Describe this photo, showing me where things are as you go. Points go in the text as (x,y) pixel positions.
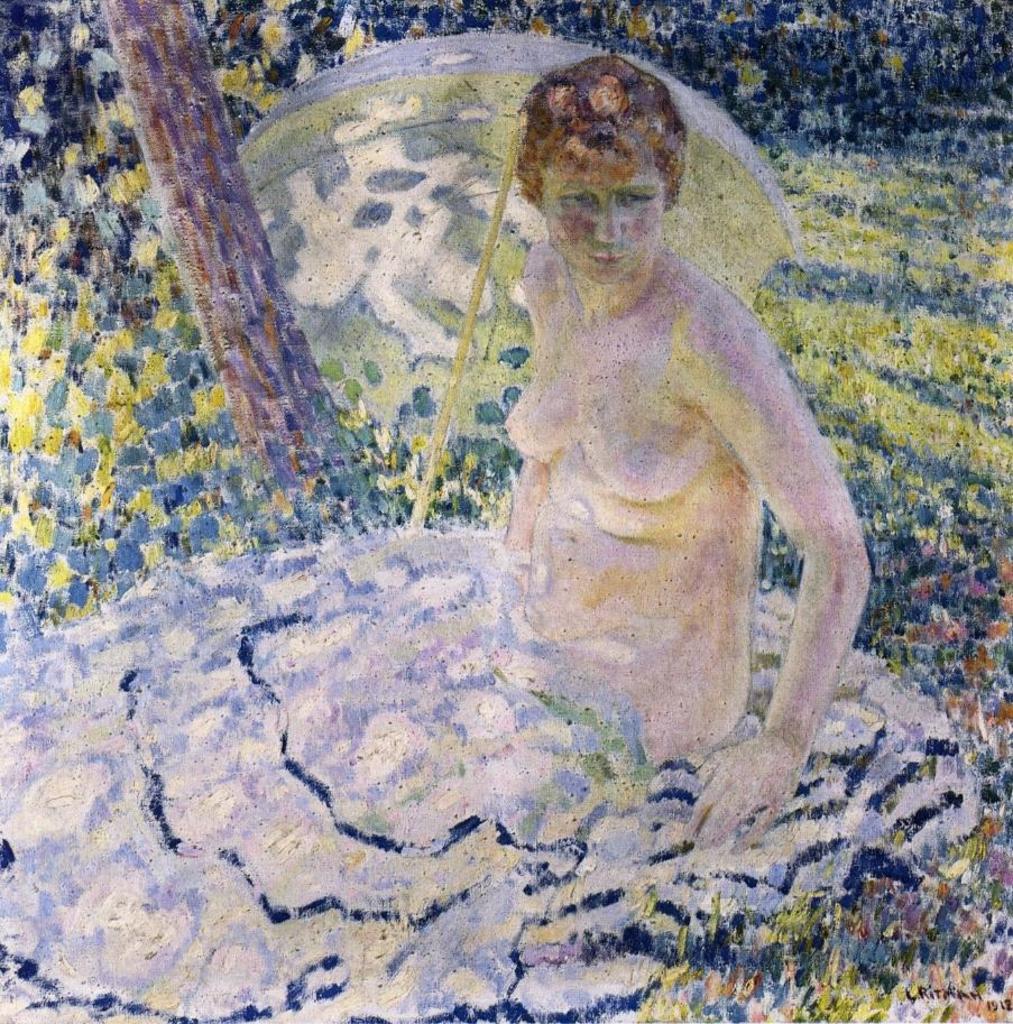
This is a painting. In this picture we can see a person (754,485), an umbrella (443,414) and a tree trunk (281,459). We can see some greenery (31,408) in the background (33,372). There is some text (926,996) visible in the bottom right (934,994).
